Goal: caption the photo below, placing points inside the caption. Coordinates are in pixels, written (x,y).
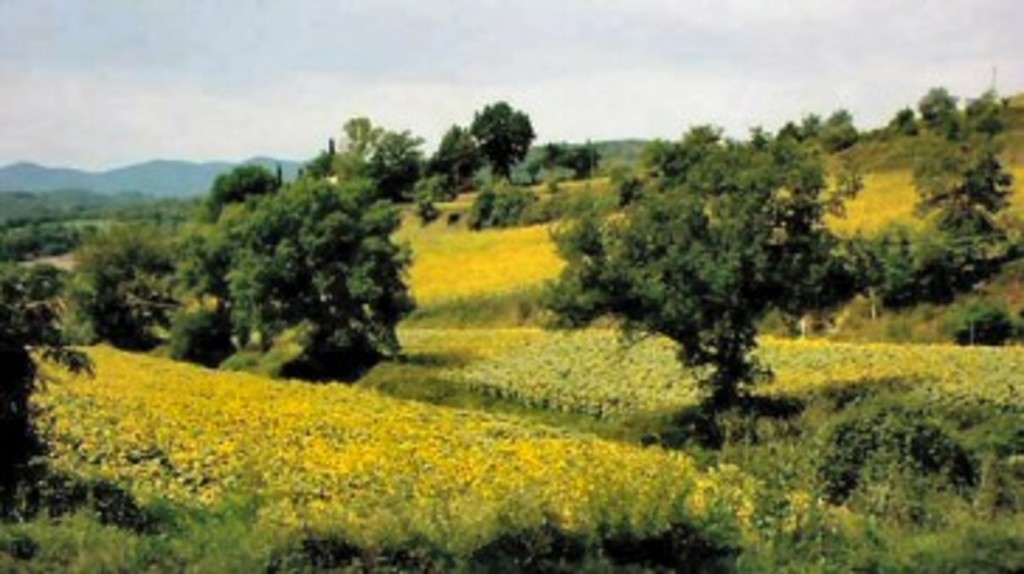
In this image there are fields (493,413), trees (330,292), in the background (57,181) there are mountains (291,172) and a sky (573,54).
